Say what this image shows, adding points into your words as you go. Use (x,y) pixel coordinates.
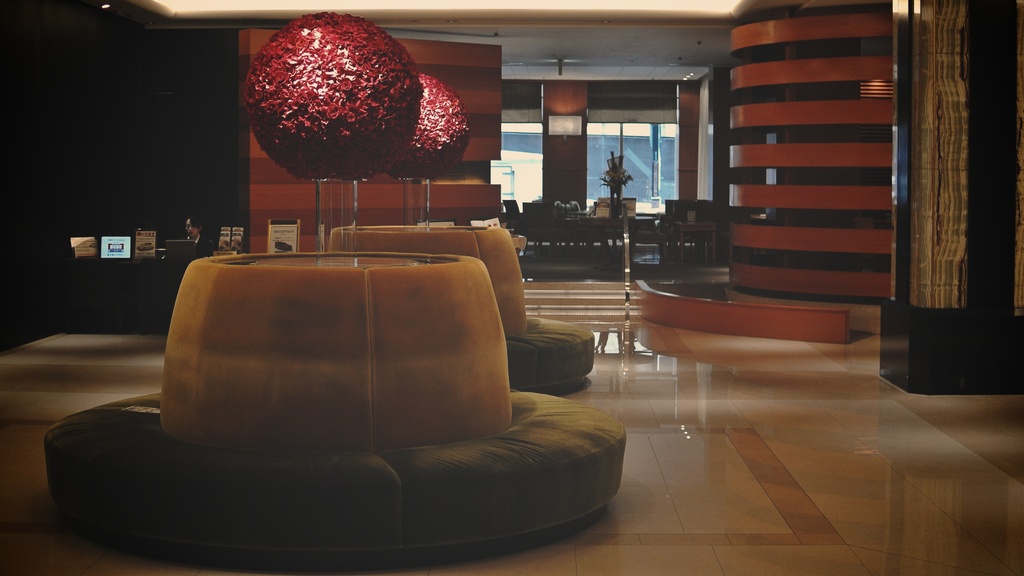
In this image we can see some sofas (411,266) on the floor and decors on it. We can also see a group of chairs (631,231), a plant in a pot (609,212), a television (548,134) on a wall (576,137) and a roof (624,69) with some ceiling lights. On the left side (197,253) we can see a person (199,251) sitting beside a table (170,266) containing some laptops (168,241) on it.
